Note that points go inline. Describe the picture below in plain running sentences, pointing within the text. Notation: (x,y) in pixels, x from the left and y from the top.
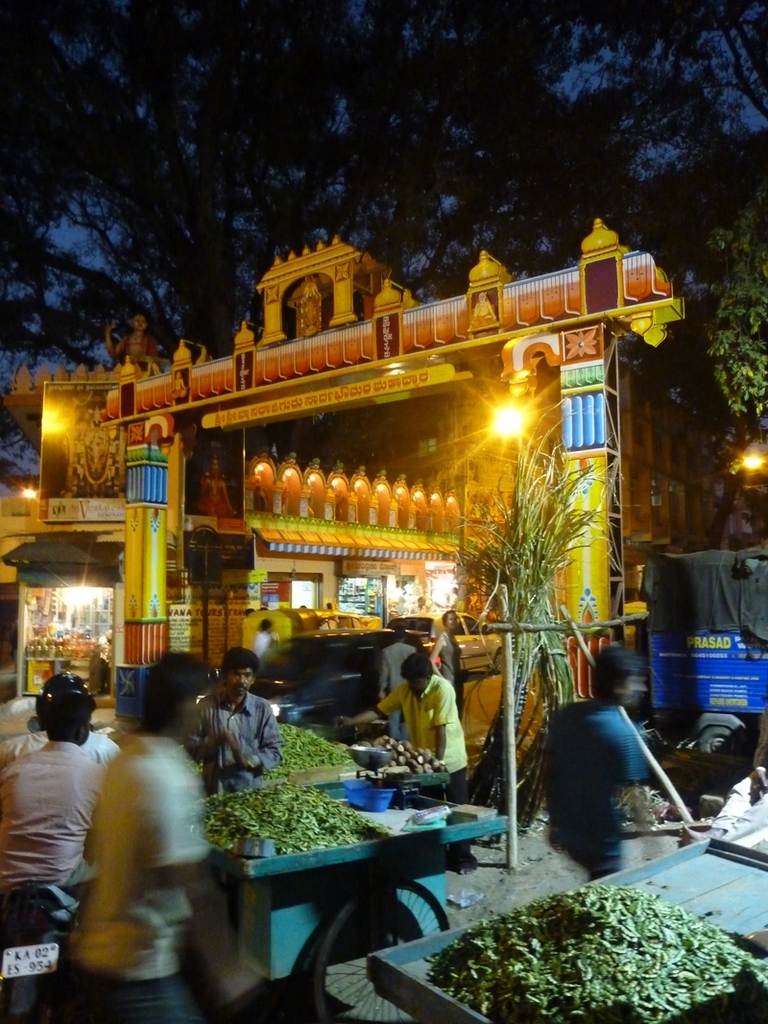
In this image I can see few persons (171,859) standing, few carts (438,839) with vegetables (573,929) on them, few wooden poles (522,626), few vehicles (498,640), an arch (129,658) and few stores (336,587). I can see few lights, few boards (68,446), a tree (477,220) and the sky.
